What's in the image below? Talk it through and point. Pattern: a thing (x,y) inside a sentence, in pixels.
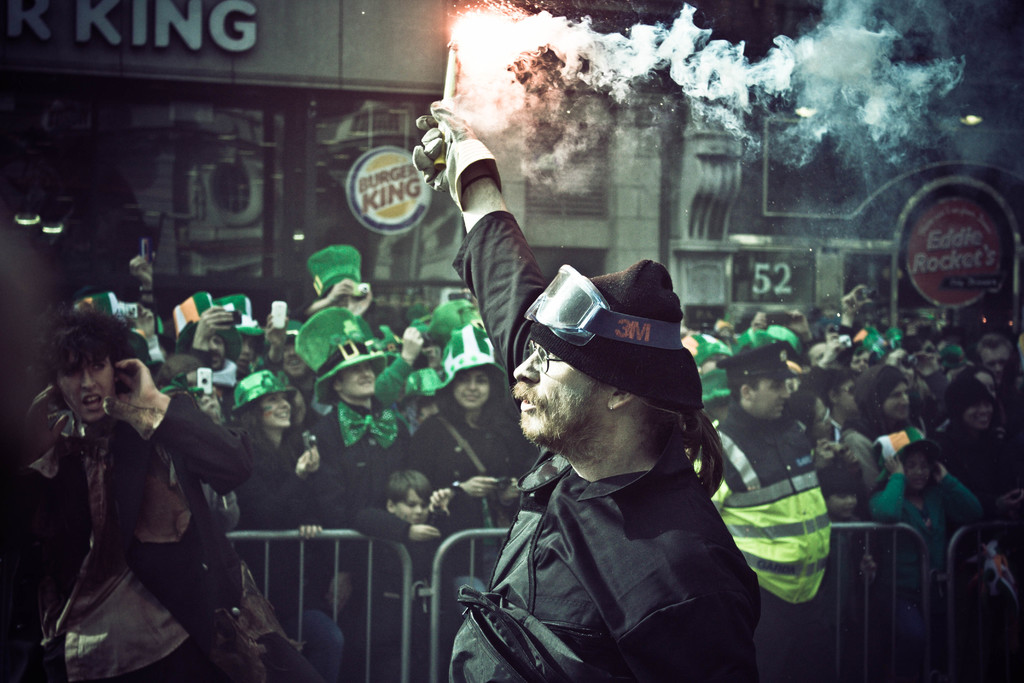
In the picture I can see people (394,407) among them some of them are standing in front of a fence (369,668) and others are standing behind a fence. In the background (658,232) I can see a building (418,205), boards (371,205) and some other objects (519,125). The man (607,491) in the front of the image (599,465) is holding an object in the hand (464,126).
